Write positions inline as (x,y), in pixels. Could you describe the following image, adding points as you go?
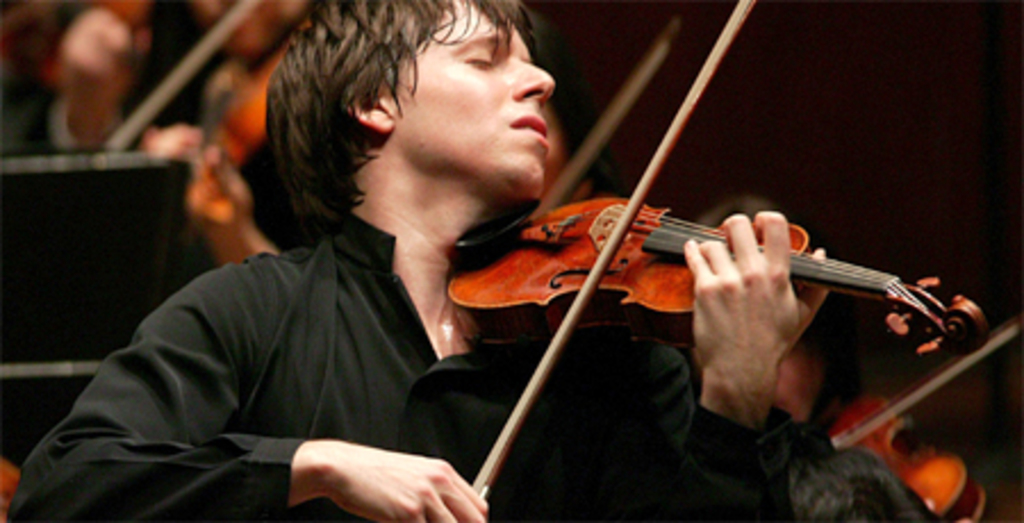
In the image there is a man (429,112) who is playing a violin (652,260) with his hand (749,394). At the background (265,165) there are other people (223,62) also who are playing a violin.
